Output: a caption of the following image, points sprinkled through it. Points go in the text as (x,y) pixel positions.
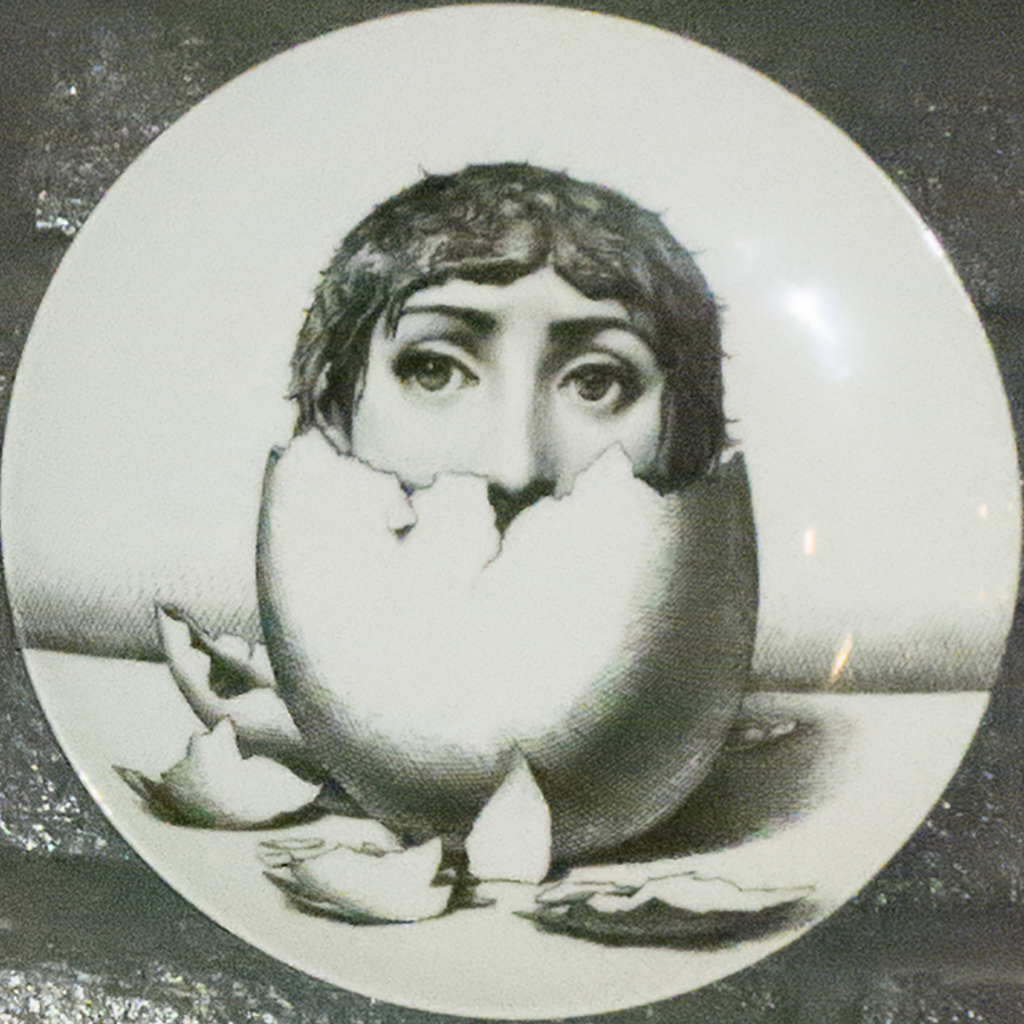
In this picture there is a plate (789,398) which is kept on the table (914,160). In the center of the plate (652,159) I can see the design (370,683) of a person's face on the eggshells (384,813).
